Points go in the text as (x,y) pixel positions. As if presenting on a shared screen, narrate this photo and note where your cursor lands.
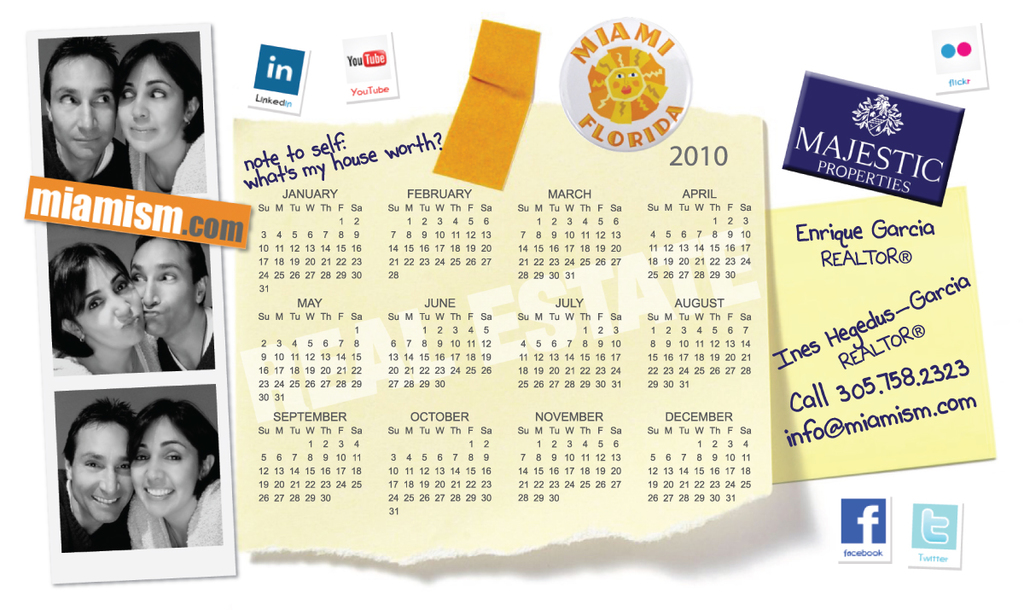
In this image we can see photograph (203,378), calendar (595,316), labelings (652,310) and a sticky note (852,396).
